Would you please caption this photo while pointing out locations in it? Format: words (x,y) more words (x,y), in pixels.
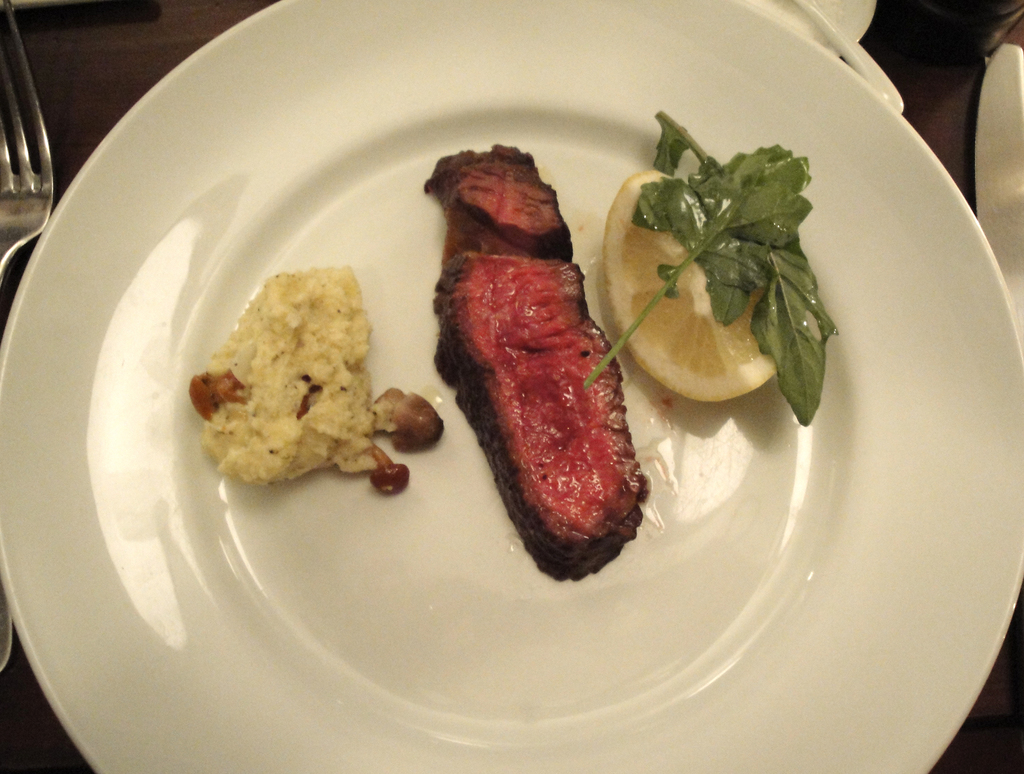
In this picture we can see a white plate (933,367) with a lemon (679,286), leaves (728,311) and food items (444,328) on it, fork (18,213) and some objects (878,76) and these all are placed on a surface (1006,725).
